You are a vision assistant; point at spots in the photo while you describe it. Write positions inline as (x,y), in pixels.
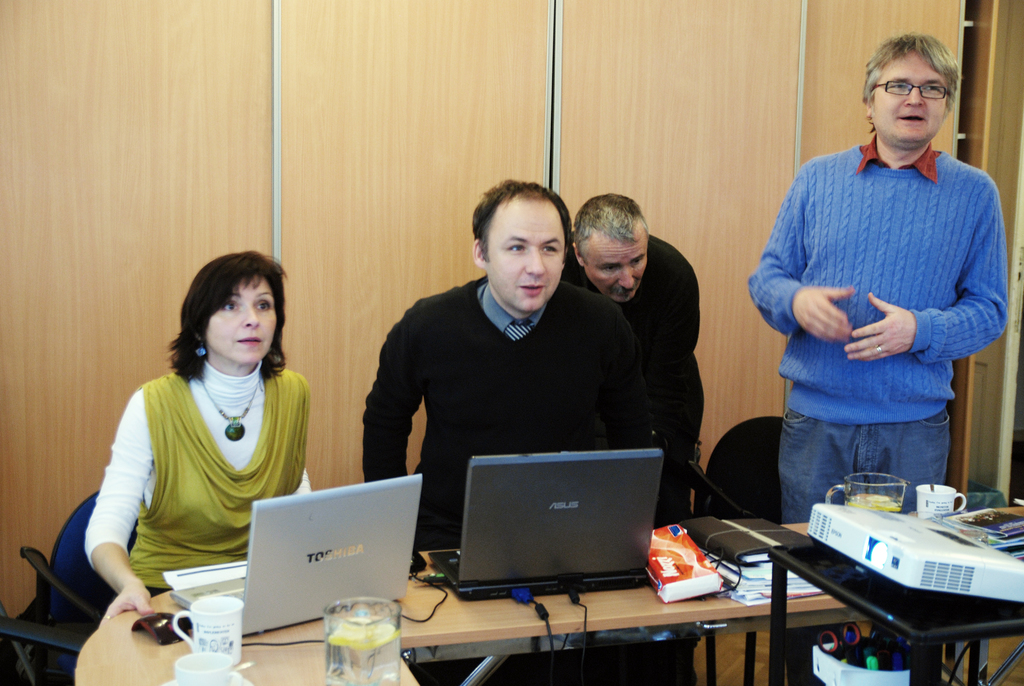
In this picture there are four persons (536,300) sitting and standing. At the right side (867,313) the person (907,289) wearing a blue colour dress (910,249) is standing and speaking as his mouth (912,124) is open. In the center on the table (415,597) there are two laptops (550,544), diary (755,541), files (747,579), glass (356,650), cups (209,640). In the background (589,55) there is door (460,83). Woman (161,501) sitting on the chair (90,585) is holding the table (170,606).
